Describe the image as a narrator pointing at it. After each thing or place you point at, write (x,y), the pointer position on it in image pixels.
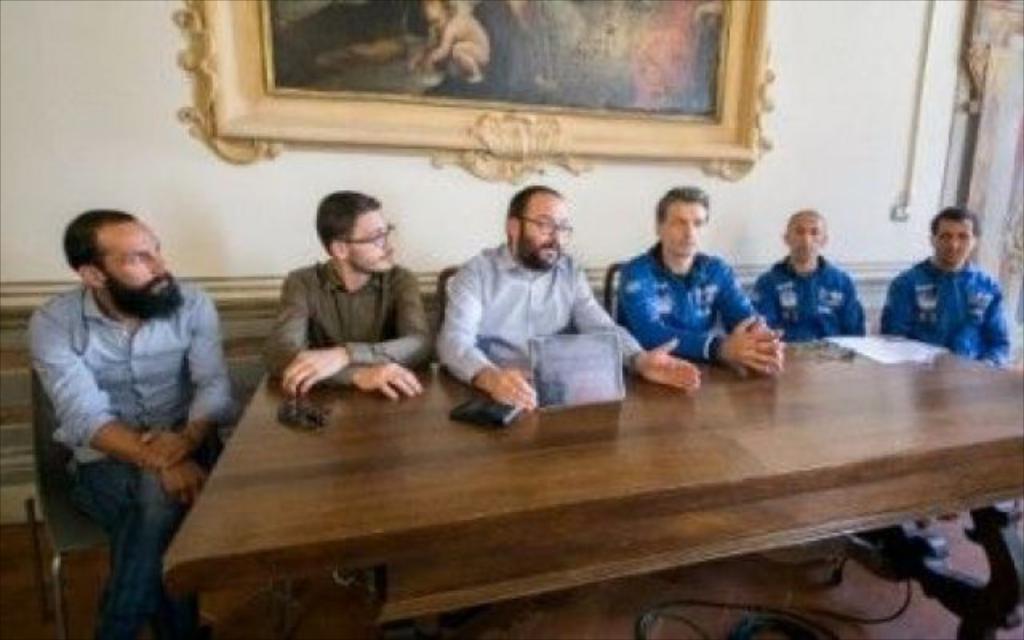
In this image we can see this people (178,385) are sitting in front of the table (524,523). In the background (561,101) we can see a photo frame (546,131) on the wall (752,200).
